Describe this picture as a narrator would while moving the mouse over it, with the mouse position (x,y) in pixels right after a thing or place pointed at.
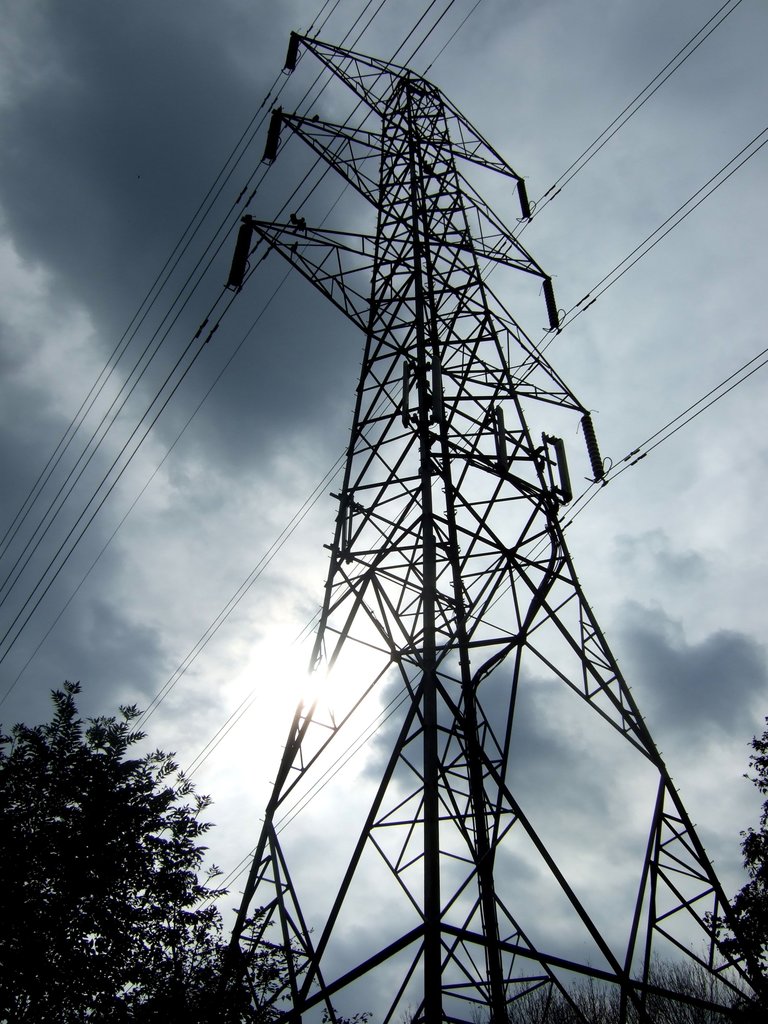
At the center of the image (450,492) there is an electric tower (403,804) connected with cables (713,392). On the right (761,868) and left side of the image (165,968) there are trees (145,983). In the background (218,536) there is a sky (659,332).
